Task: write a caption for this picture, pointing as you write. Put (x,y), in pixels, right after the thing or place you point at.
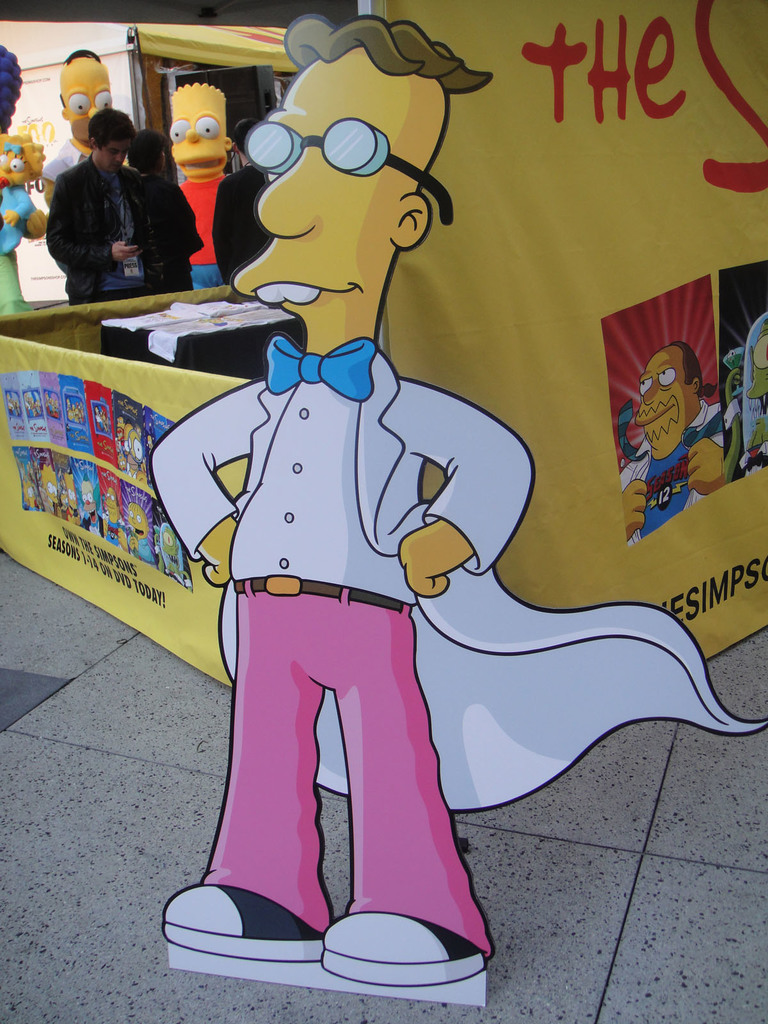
In this image, we can see tents (578,194), some papers (197,320) on the table (210,334) and there are cartoon boards (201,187) and we can see people (159,201) and some are wearing coats (110,251) and one of them is holding an object (135,242) and there is a box (241,74). At the bottom (607,886), there is a floor (609,815).
